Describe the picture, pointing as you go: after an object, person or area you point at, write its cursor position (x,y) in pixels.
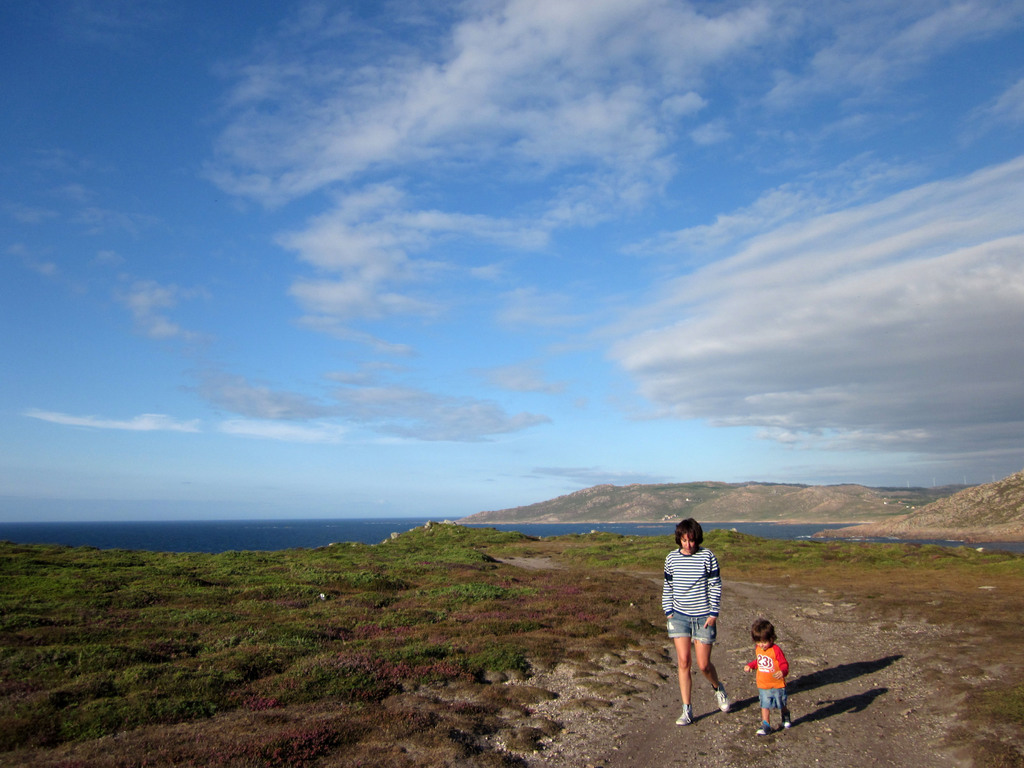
In this image we can see a person (711,586) and a child (776,678). On the ground (302,609) there is grass (307,581). In the background (286,527) there is water (354,534). Also there is hill (757,482). And there is sky (472,275) with clouds (689,394).
